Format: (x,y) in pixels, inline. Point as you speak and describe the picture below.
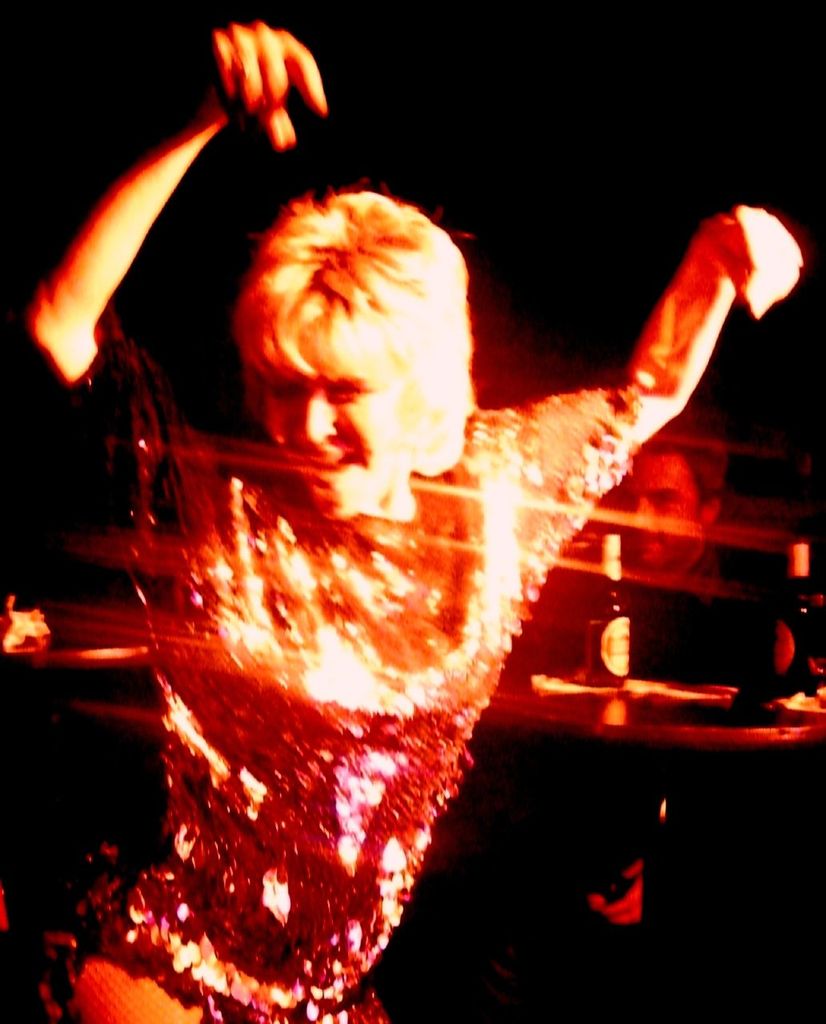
In this image we can see a person (325,551) is dancing. On the right side of the image (724,716), we can see a man (696,601), table (643,722) and bottles (788,670). The background (487,117) is dark.
